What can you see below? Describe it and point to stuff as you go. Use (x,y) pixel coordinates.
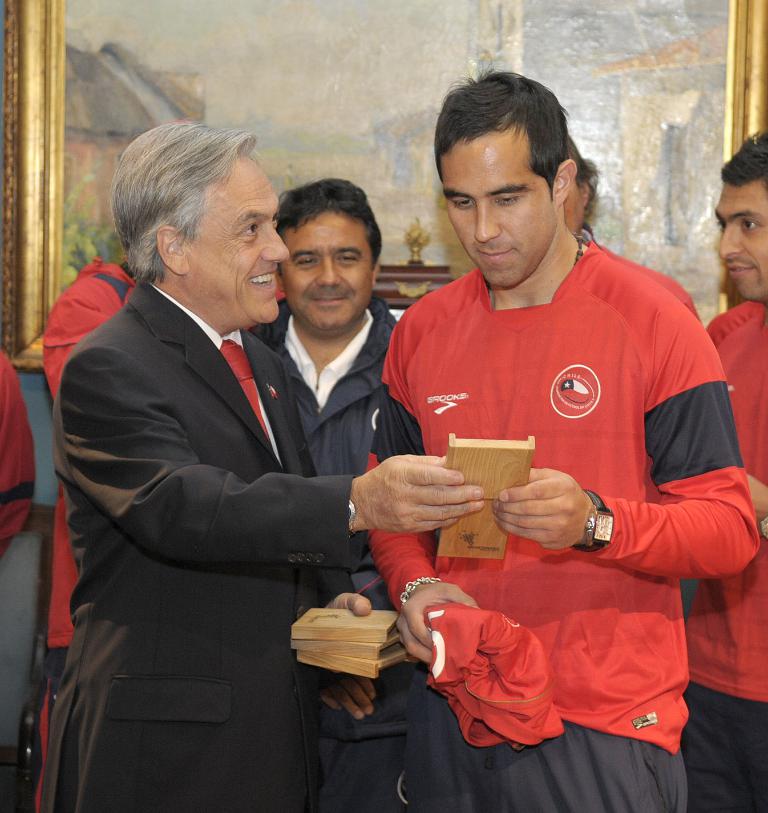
In this picture we can see two men (286,467) holding an award (477,453) in their hands (527,532). We can see a person (258,566) wearing a black suit (258,539) is holding awards (297,632) in the hand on the left side (164,605). There are a few people (375,230) visible at the back (375,230). We can see a frame (367,55) in the background (19,321).
